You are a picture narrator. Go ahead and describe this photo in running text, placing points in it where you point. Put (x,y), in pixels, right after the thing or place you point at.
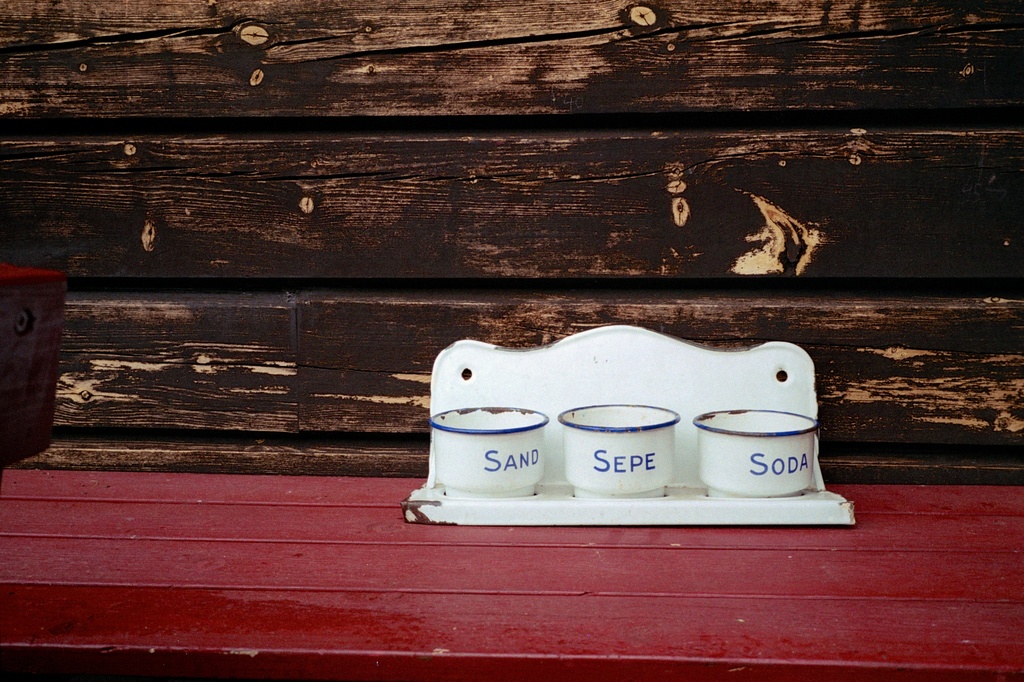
In this image, I can see three cups (572,465), which are placed on the bench (394,530). This looks like a wooden wall (554,170).
